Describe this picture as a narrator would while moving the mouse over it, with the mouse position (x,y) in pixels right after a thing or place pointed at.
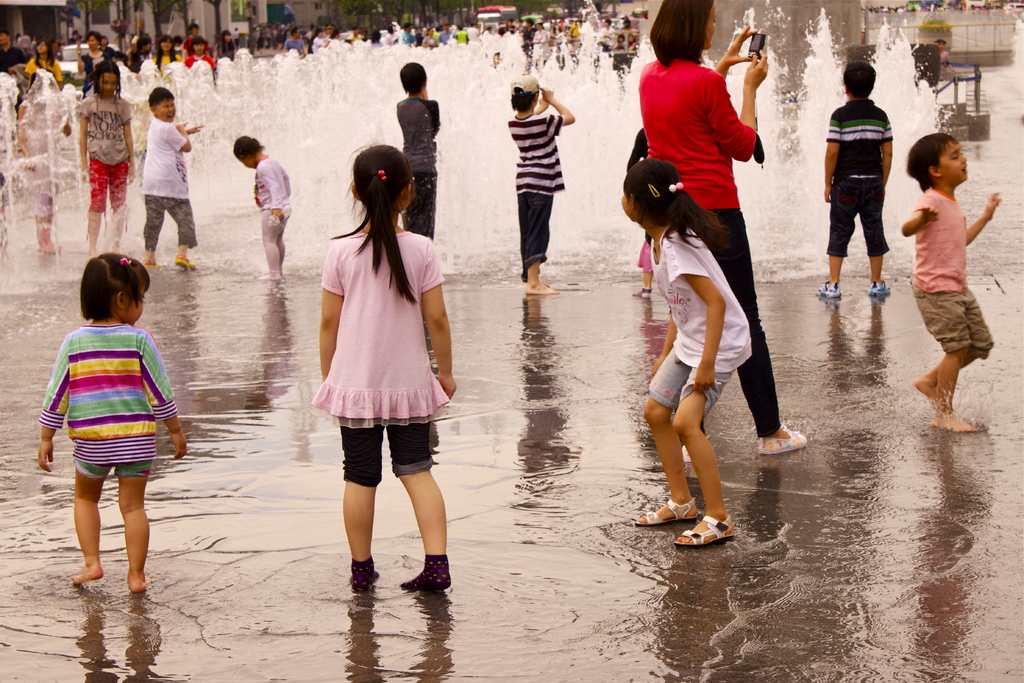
In the image in the center (362,376) we can see few kids (828,289) were standing. And we can see one woman (687,152) standing and she is holding camera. In the background (428,39) we can see water (591,12), building (34,13), wall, trees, vehicles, fence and group of people (438,37) were standing.
